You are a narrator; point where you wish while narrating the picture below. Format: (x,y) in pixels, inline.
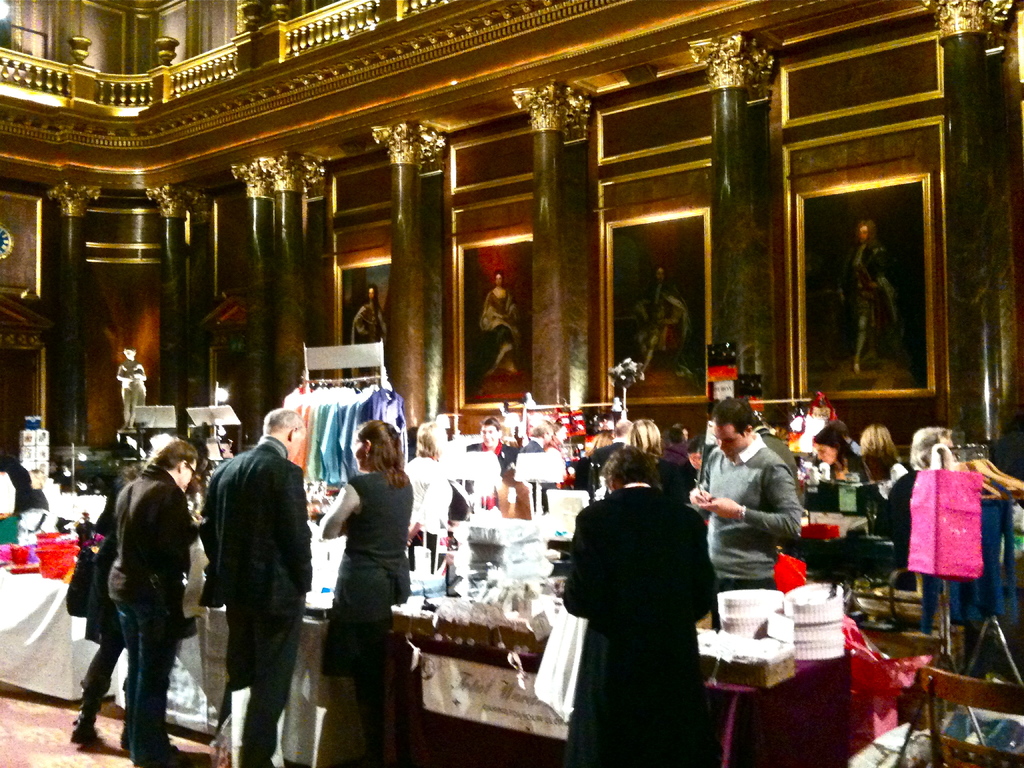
In this image we can see people (284,682) standing. There are stalls (495,495). In the background of the image (669,266) there are photo frames (456,314), pillars (719,282). At the bottom of the image (74,744) there is carpet (65,757).
